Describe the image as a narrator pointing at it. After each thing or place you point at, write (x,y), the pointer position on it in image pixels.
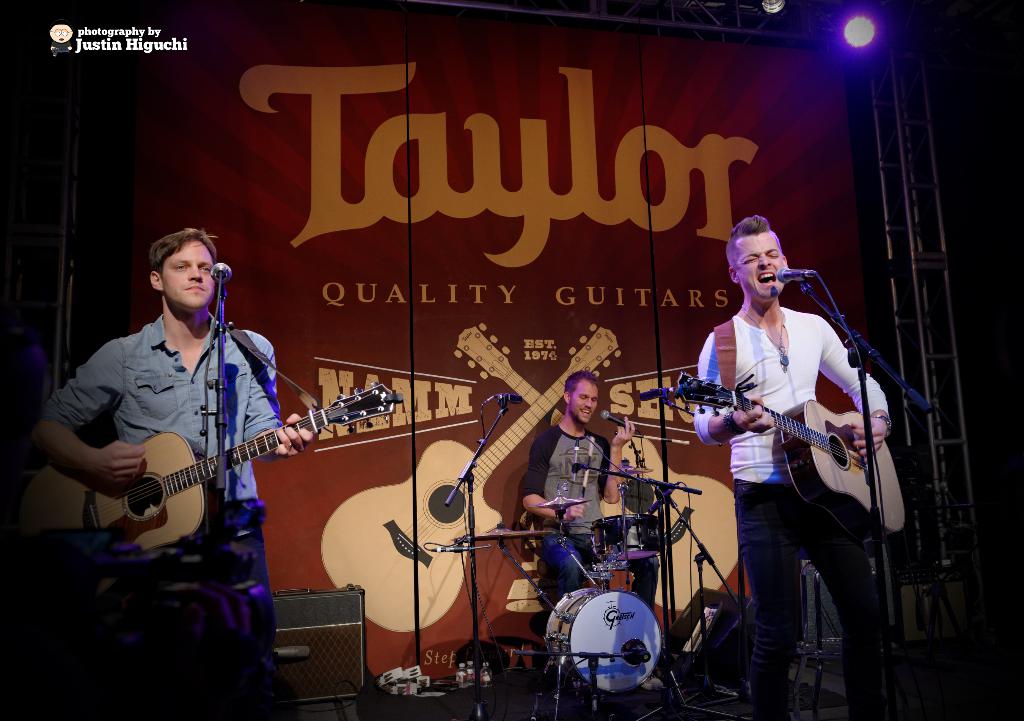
In this image there are three persons (589,389) playing musical instruments (172,493) on the stage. A person (172,423) towards the left (163,373), he is wearing a blue shirt (177,378) and playing a guitar (113,523). Person (578,424) in the middle (571,403), he is wearing a black and grey shirt (549,481) and he is playing drums (613,644). A person (771,378) in the right (838,368), he is wearing a white shirt (792,357), black jeans (793,496) and playing guitar (896,493). Before all of them, there are mics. In the background (570,162) there is a board (675,90) and some text (522,179) printed on it. To the top right (850,32) there is a light (858,23).
